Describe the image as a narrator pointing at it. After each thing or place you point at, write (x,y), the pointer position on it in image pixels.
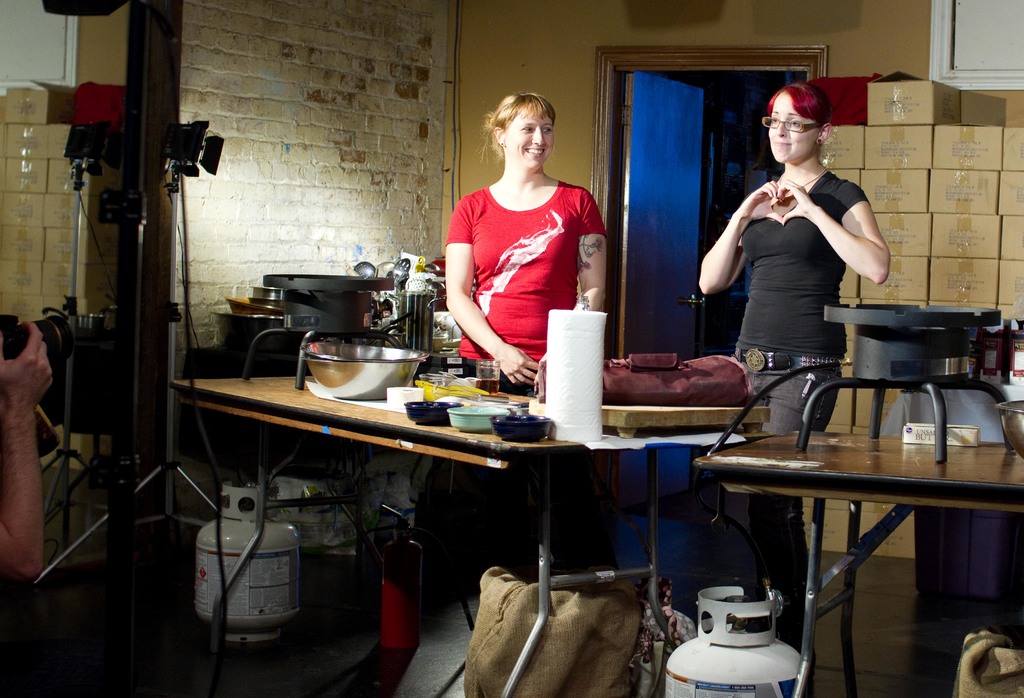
In this image two women (816,222) are standing. On the table (477,449) there is a bowl (473,416), glass (488,377), stove (357,325), spoon stand (405,301). On the floor (401,652) there is emergency gas cylinder (413,598). At the back side (464,134) there is door (633,145) and a wall (542,79).
